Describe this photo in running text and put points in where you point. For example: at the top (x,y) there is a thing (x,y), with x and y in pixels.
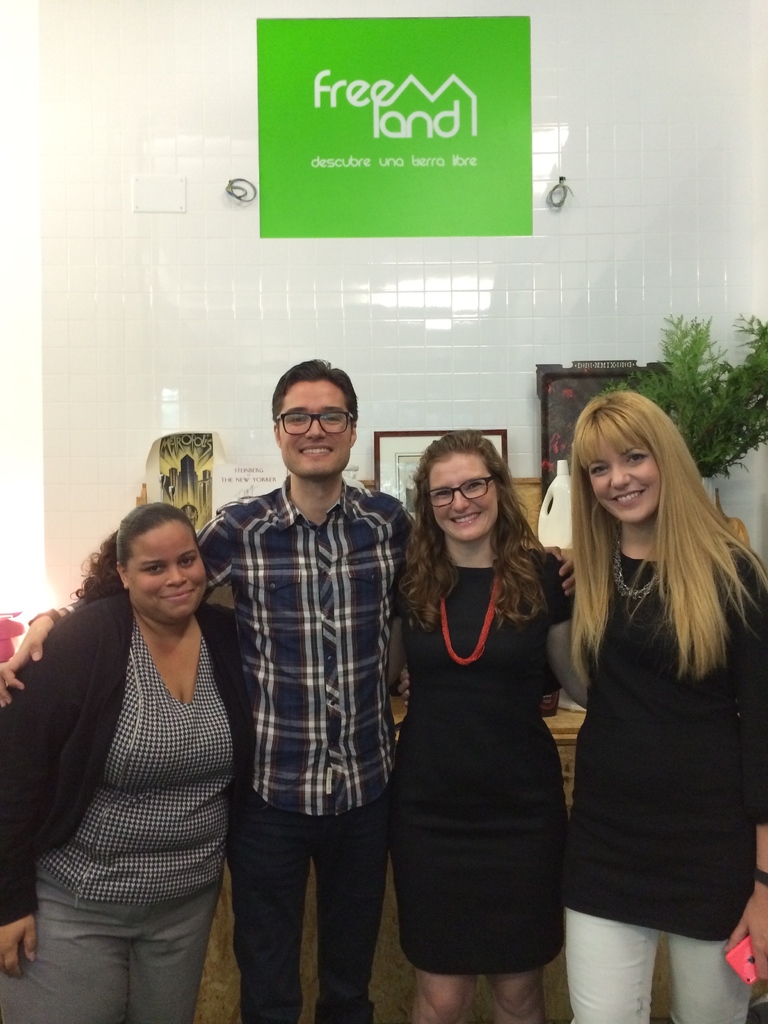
In this image in front there are four people (377,742) wearing a smile on their faces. Behind them there is a table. On top of it there is a flower pot (745,388). There are photo frames (379,483). At the bottom of the image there is a wooden counter (219,1002). In the background of the image (493,305) there is a wall (571,40) with the poster (413,128) on it.
